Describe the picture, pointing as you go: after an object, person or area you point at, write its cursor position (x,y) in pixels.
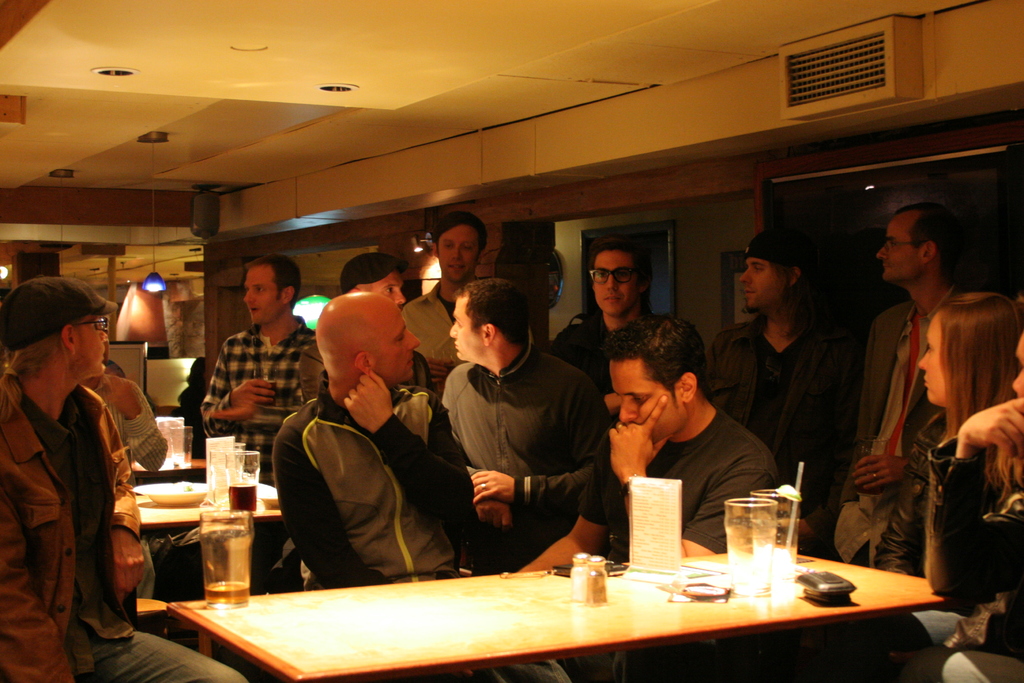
In this picture there are a group of people (550,385) some of them are standing and some of them are sitting and some tables (548,590) are there and on the tables (717,556) there are some glasses (747,551), mobiles (836,587) are there. And on the top (416,64) there is a ceiling (473,41) and on the left side (59,546) there is one man (62,455) who is sitting and he is wearing black cap (70,305) and spectacles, and in the middle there are some lights (156,279).
